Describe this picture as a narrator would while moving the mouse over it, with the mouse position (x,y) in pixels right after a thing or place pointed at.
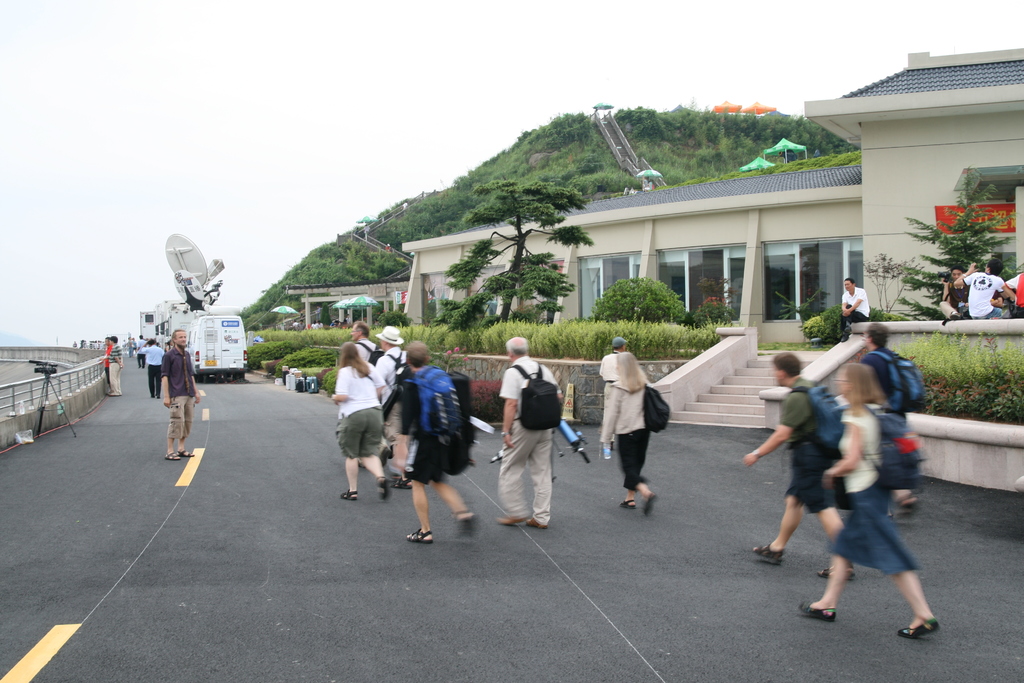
This picture is clicked outside the city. Here, we see many people (475,521) walking on the road (755,488). Beside them, there are trees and plants (647,350). We see a staircase (750,390). Behind that, there is a building (793,288). There are trees (508,189) and tents (755,168) in the background (703,161). On the left side of the picture (68,407), we see camera stands (45,381) and a wall (72,394). At the top of the picture (151,160), we see the sky (166,164). There is a vehicle (210,341) in white color which is parked on the road (219,379).
